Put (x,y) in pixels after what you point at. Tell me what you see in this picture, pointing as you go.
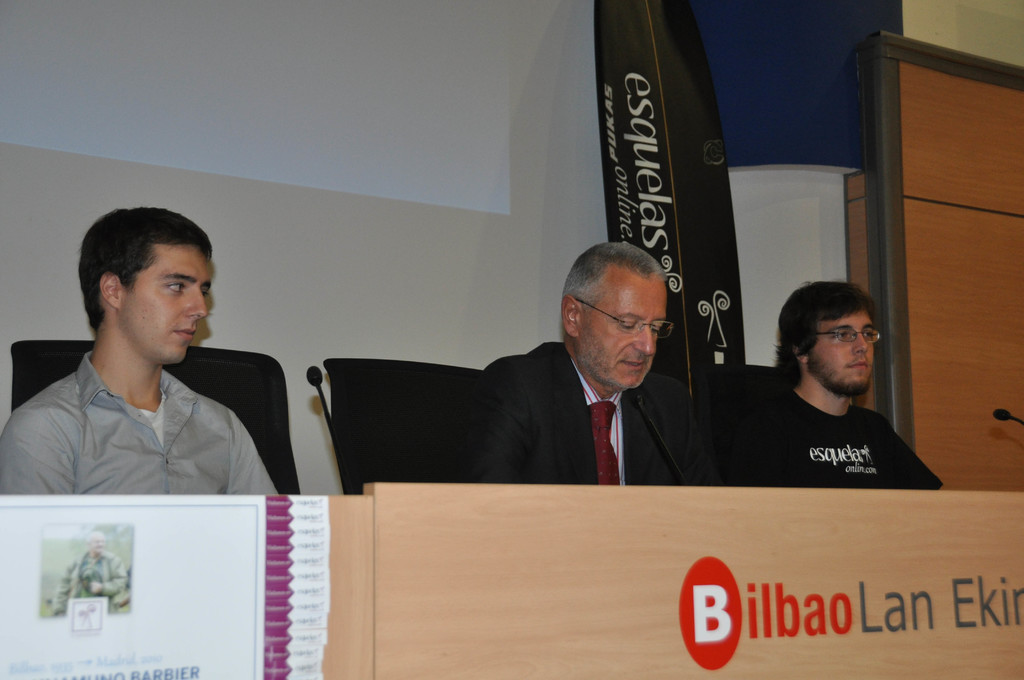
In this picture we can see some text (1007,625) and a poster (56,622) on a wooden surface (649,521). We can see three people (145,452) sitting on the chair (219,388). There are microphones (1007,420). We can see a few wooden objects (956,400), some text (622,208) on a black surface (605,137) and other things (180,130) in the background (848,112).
